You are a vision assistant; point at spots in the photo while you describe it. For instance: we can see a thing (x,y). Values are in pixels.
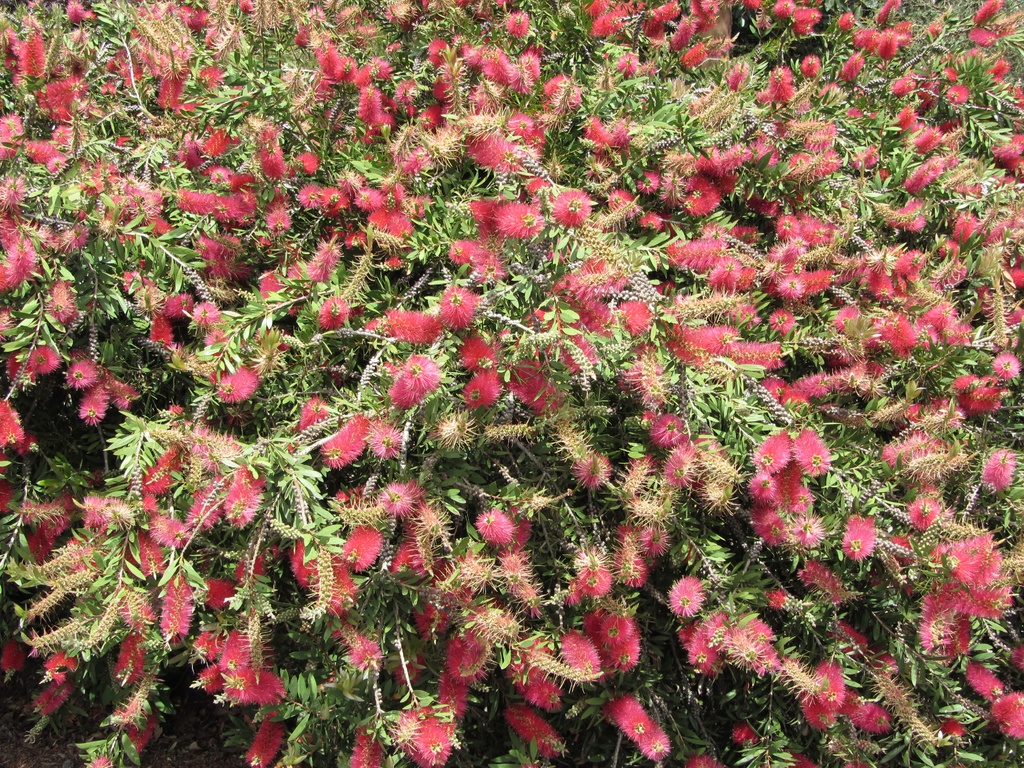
In this picture I can see many flowers (479,391) on the plants (446,270). At the bottom (72,647) I can see the leaves (100,652).
